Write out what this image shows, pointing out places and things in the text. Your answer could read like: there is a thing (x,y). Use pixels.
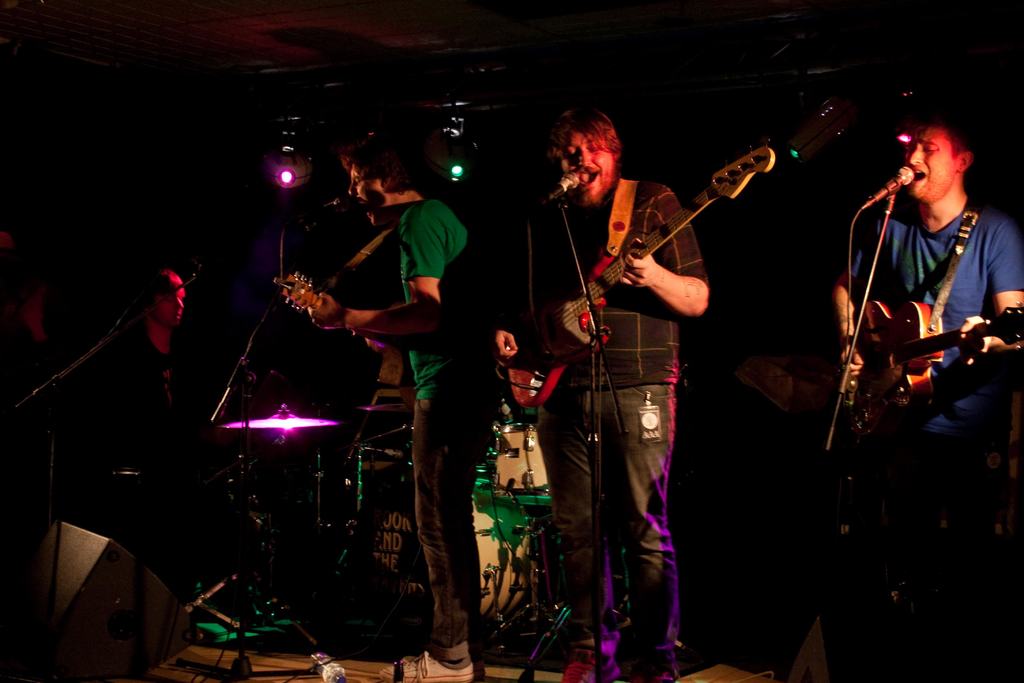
In the image there were four people (154,383) in the right side (972,269) man (927,284) playing with guitar (929,347) and he is singing, two other people (630,281) were also singing they are also playing with guitar (572,347). And back of them they were musical instruments (532,443), and in front of them there is a microphone (566,183).
